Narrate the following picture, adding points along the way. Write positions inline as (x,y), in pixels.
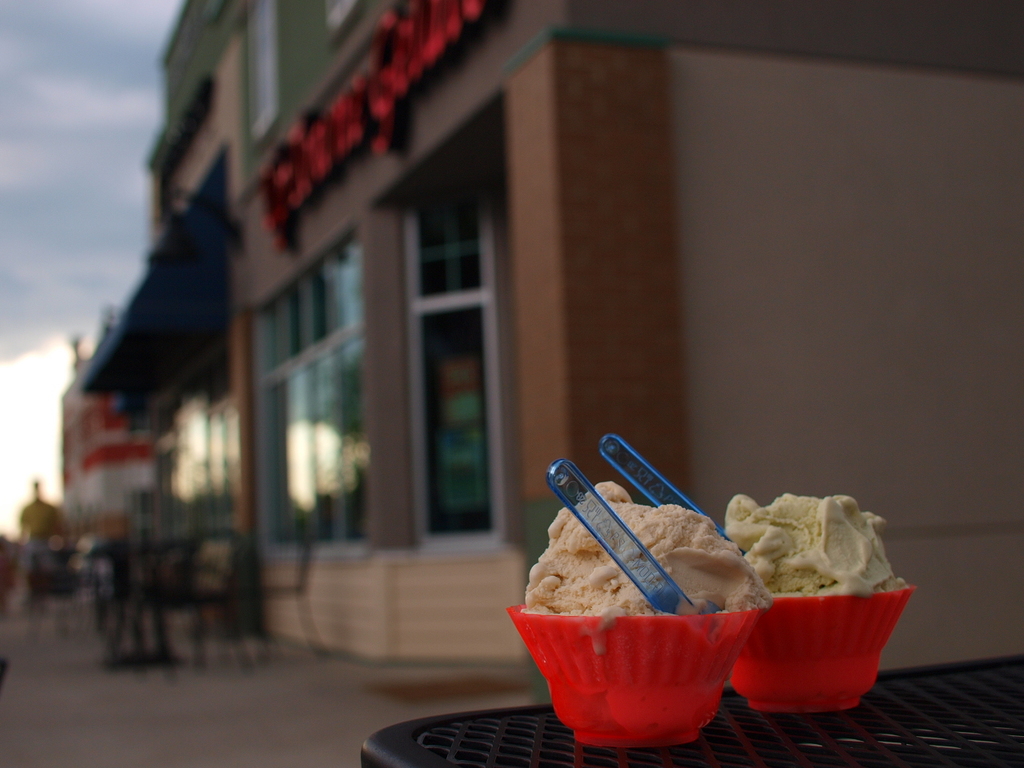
In this picture I can see buildings (242,389) and text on the wall (385,379). I can see chairs (195,613) and ice cream (759,567) in the cups (695,641) and I can see couple of spoons (642,564) and a table (734,723). I can see blue cloudy sky (74,161).
